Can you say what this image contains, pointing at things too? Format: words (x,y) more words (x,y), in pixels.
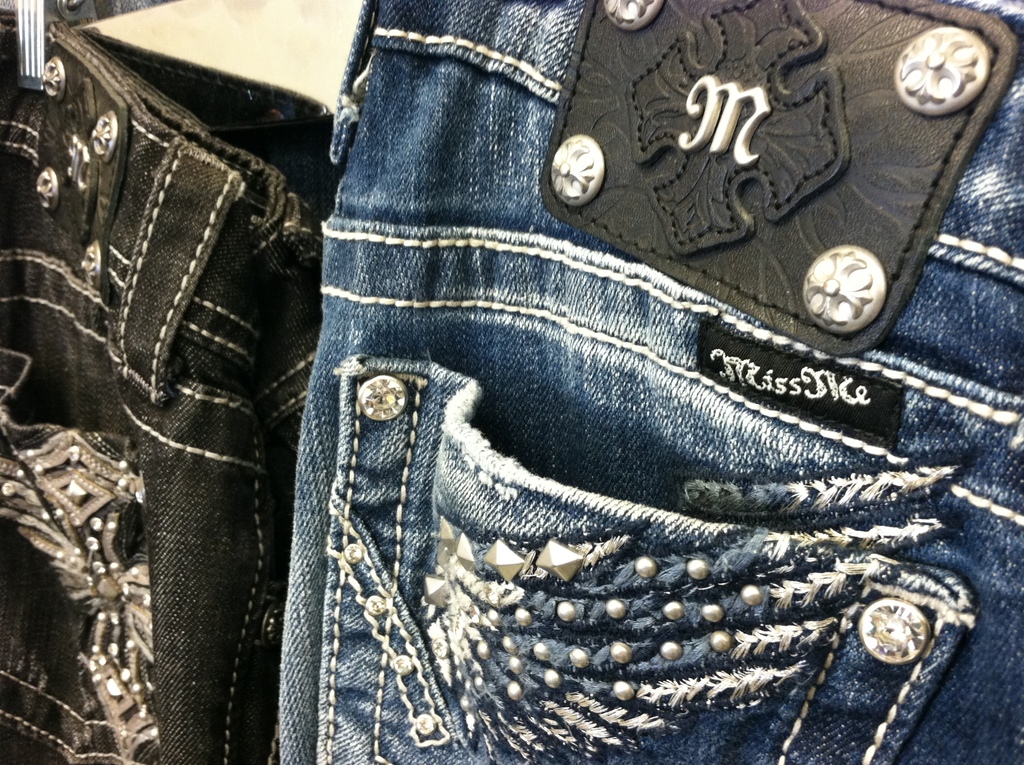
This image is a zoomed in picture of a jeans (470,402).
